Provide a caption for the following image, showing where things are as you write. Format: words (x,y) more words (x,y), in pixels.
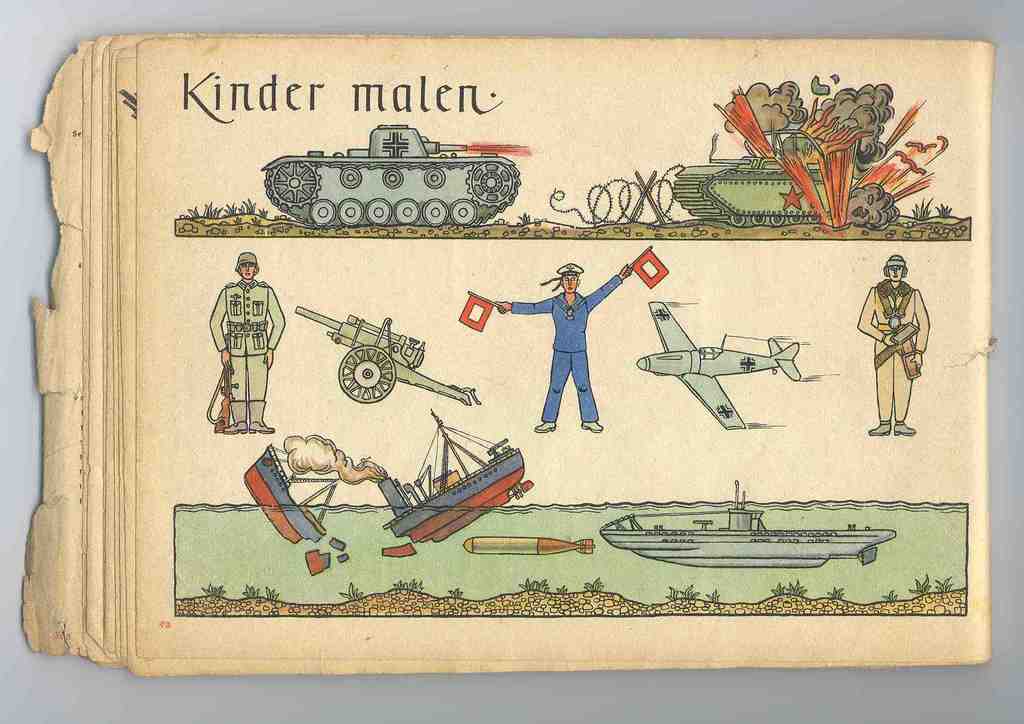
In this image in the center (630,346) there are some papers (331,401) and in the papers (329,125) there is some text (247,108) and some persons (238,420) and boats (684,544) and some other objects (791,173), and in the background (27,404) there is wall (589,673).
